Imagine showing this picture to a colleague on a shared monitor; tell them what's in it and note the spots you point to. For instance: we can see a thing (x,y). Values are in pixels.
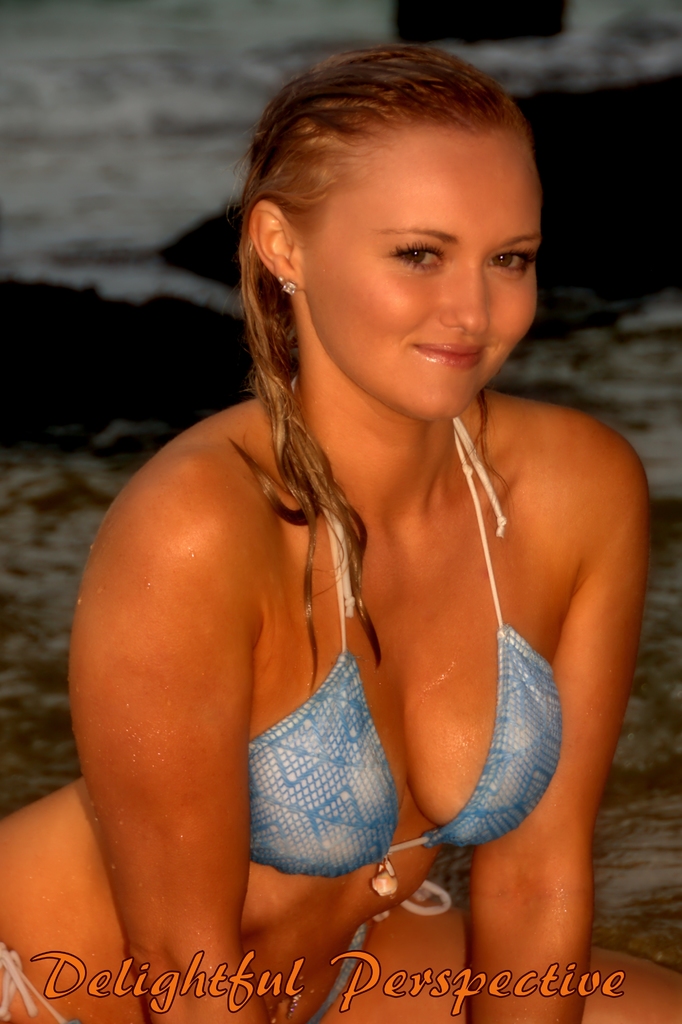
In this picture we can see a woman (320,601), she is smiling and in the background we can see water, at the bottom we can see some text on it.
